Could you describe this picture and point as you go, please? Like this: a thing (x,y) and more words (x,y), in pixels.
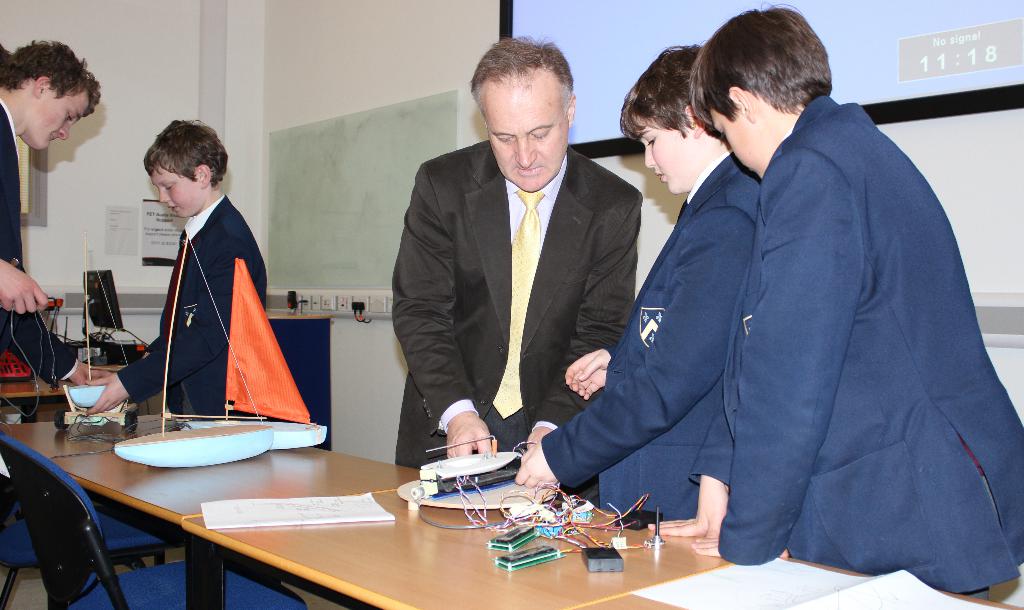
In this picture there are five people (14,273) standing around the table (357,475) on which there are some things (466,518) and papers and behind them there is a projector screen (860,88).
